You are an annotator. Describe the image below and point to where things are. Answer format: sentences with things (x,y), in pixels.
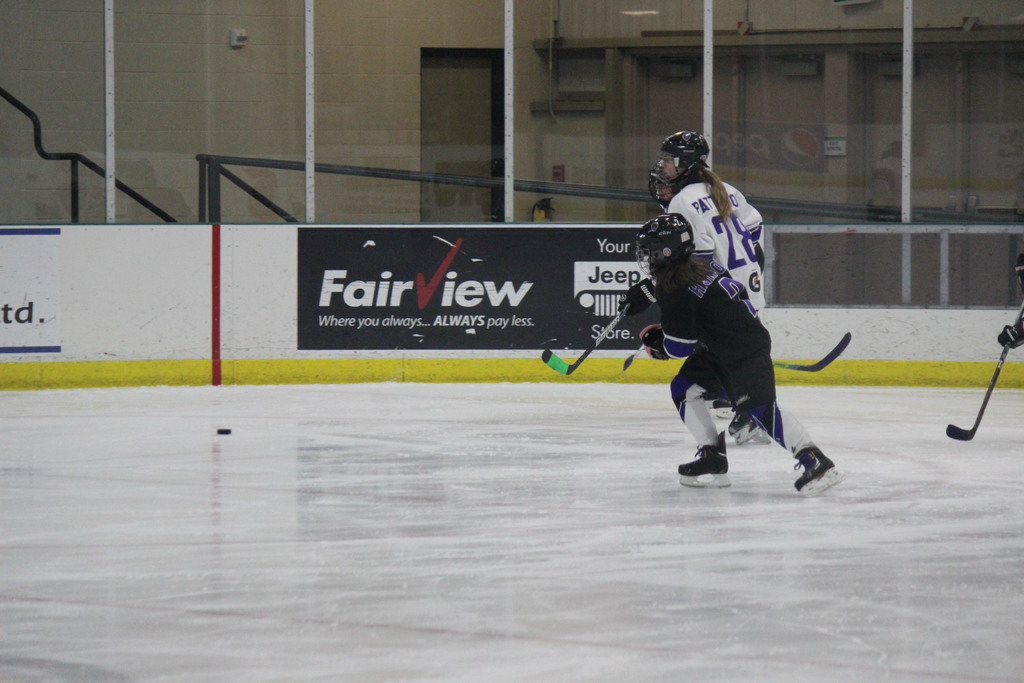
In this image we can see there are few people (720,368) playing with hockey stick (599,345). In the back of them there is a fencing (545,292).
